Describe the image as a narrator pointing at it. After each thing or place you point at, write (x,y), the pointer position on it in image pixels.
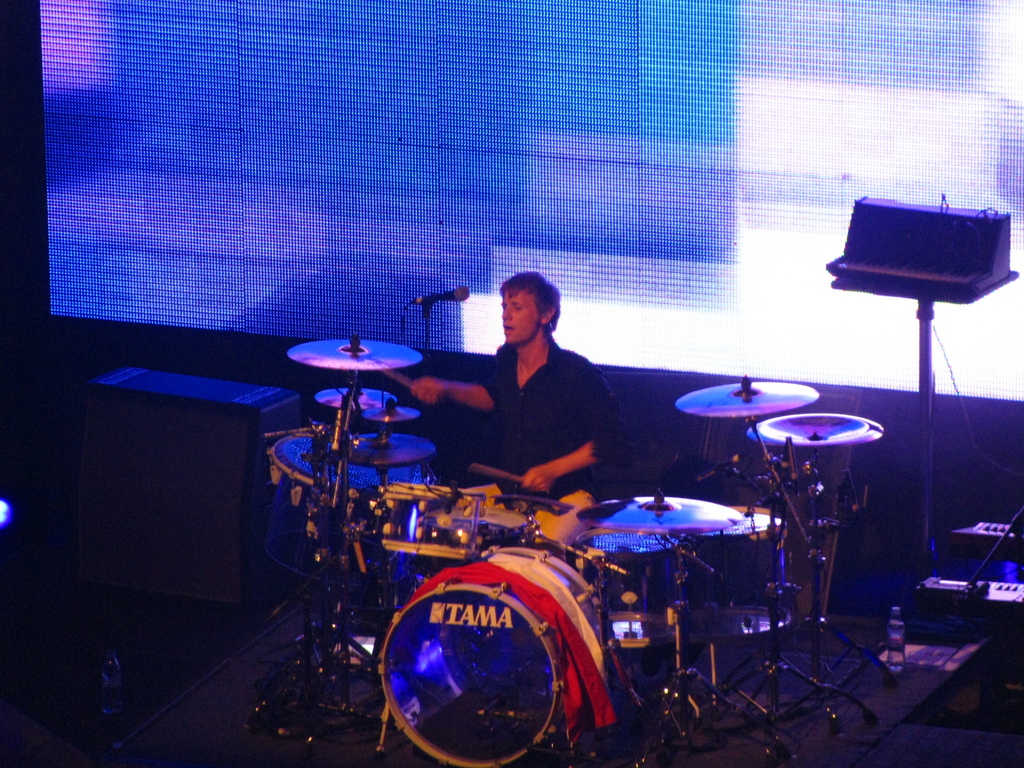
There is a boy (460,387) in the center of the image (472,393), by holding sticks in his hands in front of a drum set (779,442) and there is a speaker (150,468) on the left side (182,471) and there is a screen (524,232) in the background area (603,266).
